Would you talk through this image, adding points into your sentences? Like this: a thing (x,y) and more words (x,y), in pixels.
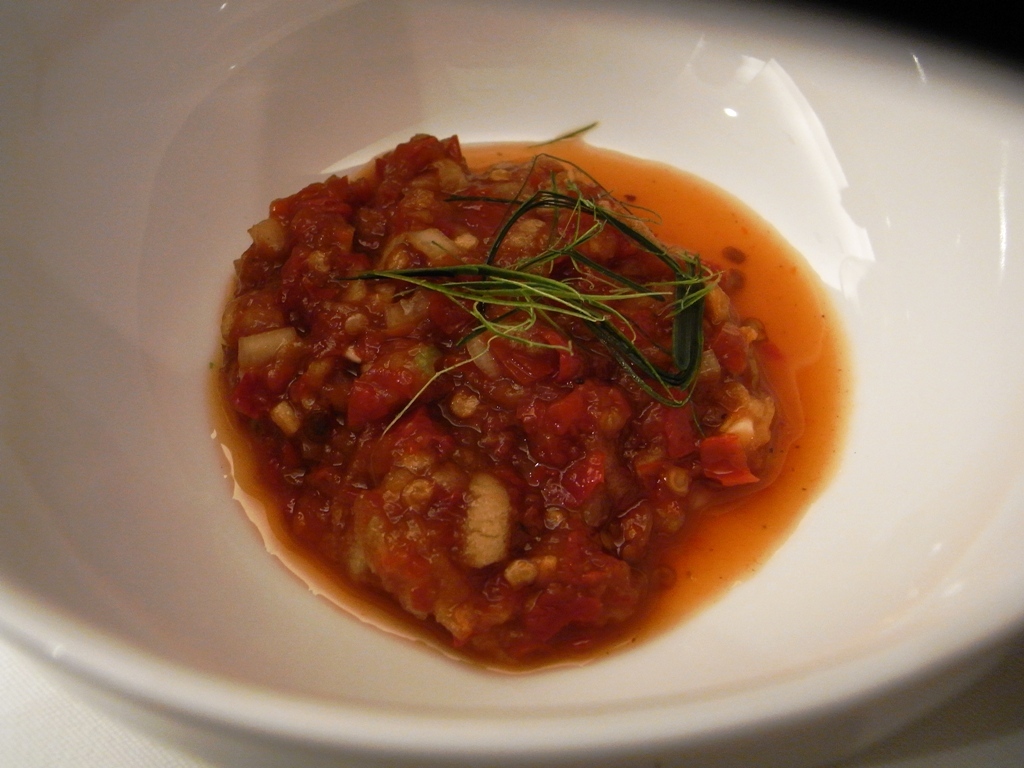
In the given image i can see a white bowl (1012,555) filled with food item (432,365).
